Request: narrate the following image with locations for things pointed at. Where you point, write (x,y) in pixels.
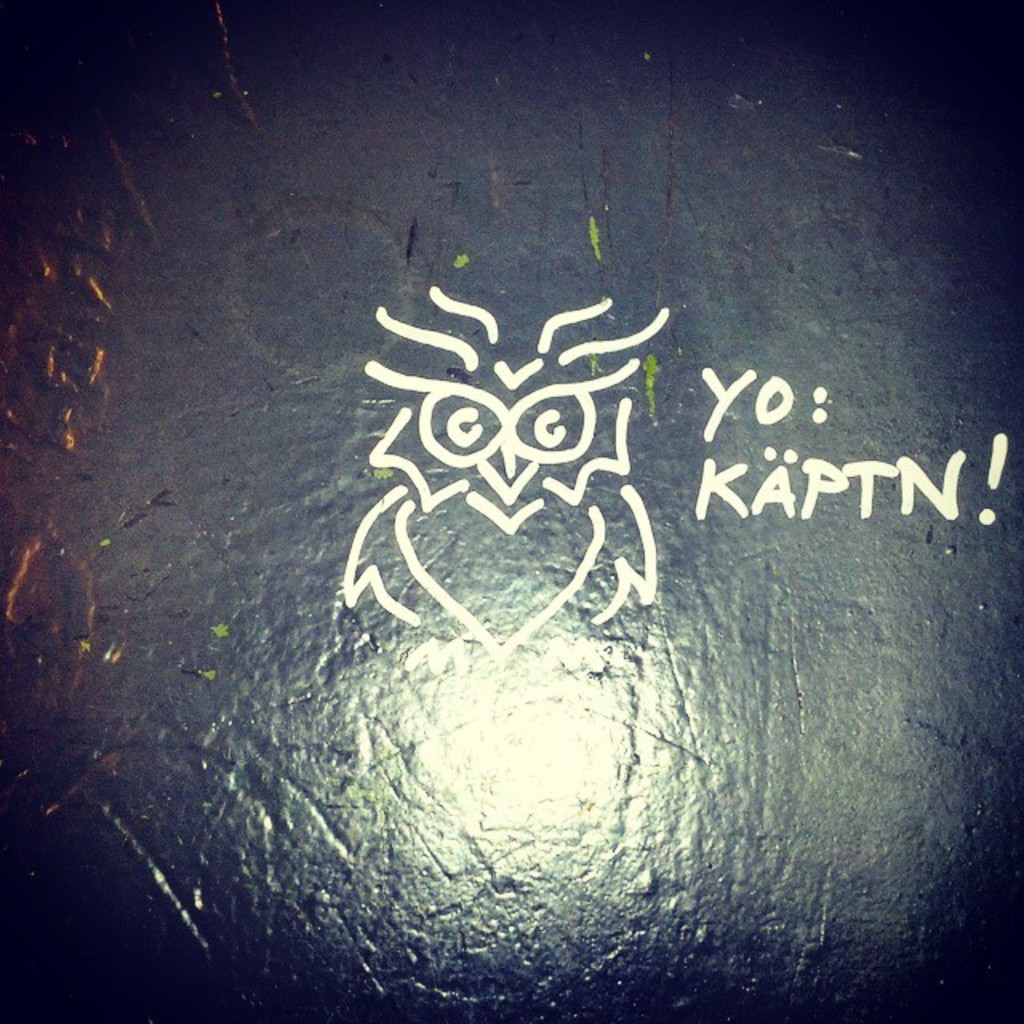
In this image we can see the text (789,486) and a design (495,406) on the stone surface (519,388).
